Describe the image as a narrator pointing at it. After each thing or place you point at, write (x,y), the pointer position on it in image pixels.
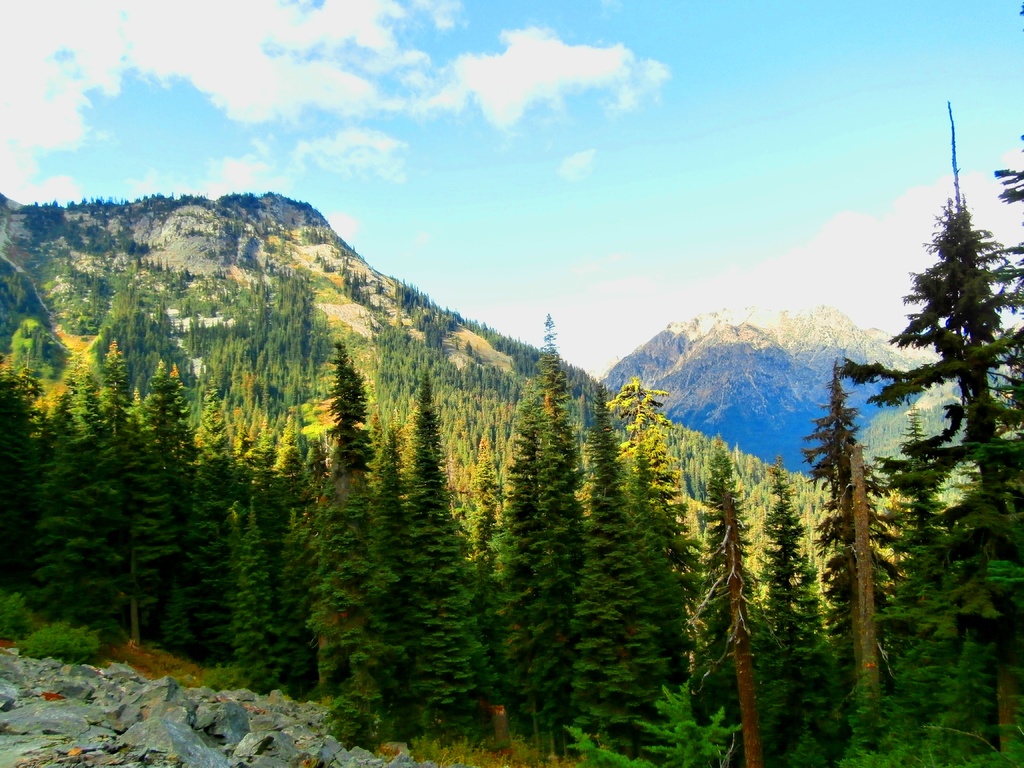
In this image I can see number of trees (374,573) and a cloudy blue sky (627,151). I can also see mountains (491,340).
